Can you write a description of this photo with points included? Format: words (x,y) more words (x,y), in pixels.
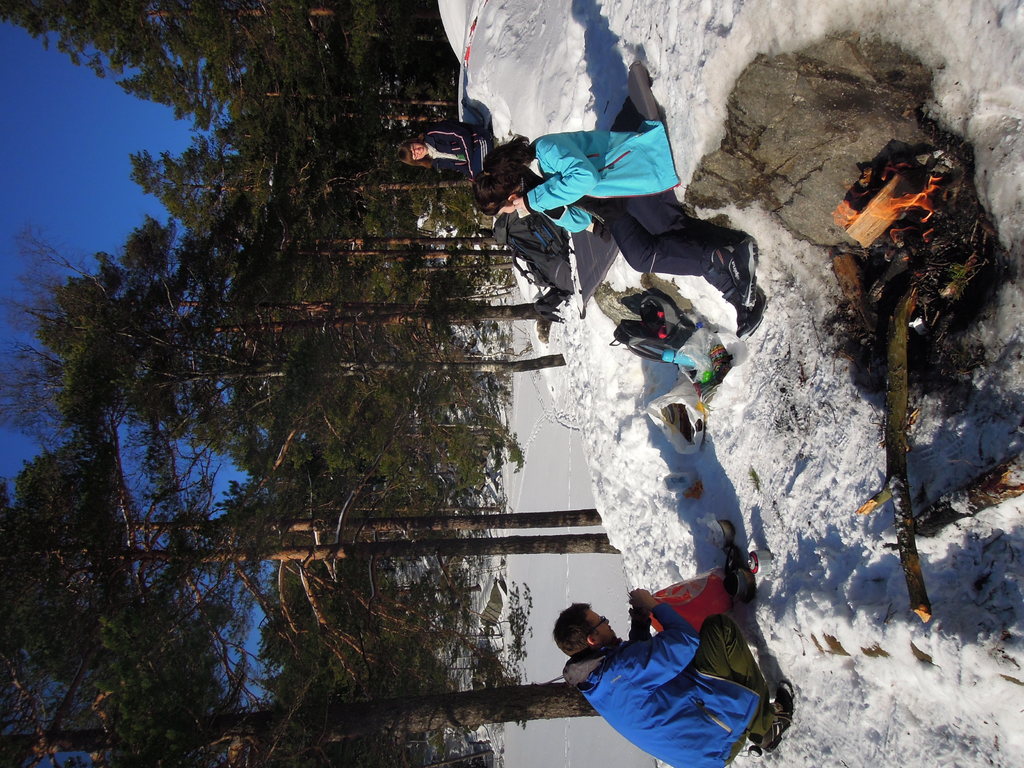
In the image we can see a man (695,654) and two women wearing clothes (648,672) and shoes (775,728). Everywhere there is a snow (542,89), white in color. There are wood sticks (909,494), bags (657,311), plastic cover (697,403), fire (913,211), trees (338,277) and a blue sky (108,180).
